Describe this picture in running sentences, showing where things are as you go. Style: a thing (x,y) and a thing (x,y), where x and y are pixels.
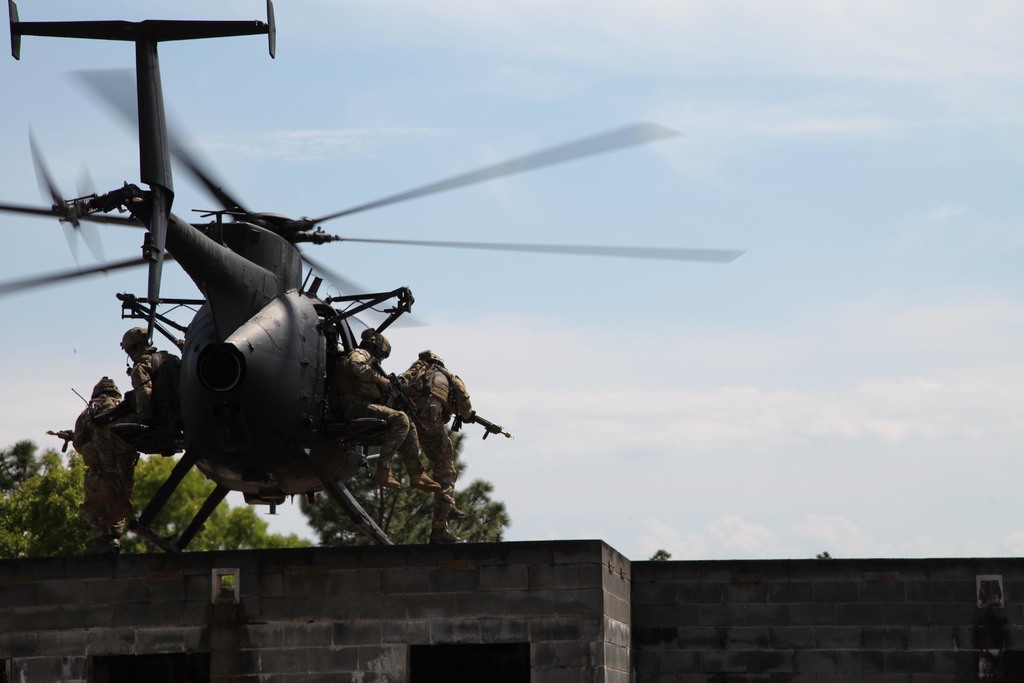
In this image, we can see a helicopter (151,507) and a few people (106,433). We can also see the wall (608,580) and some trees (184,509). We can also see the sky (668,467) with clouds (668,431).
